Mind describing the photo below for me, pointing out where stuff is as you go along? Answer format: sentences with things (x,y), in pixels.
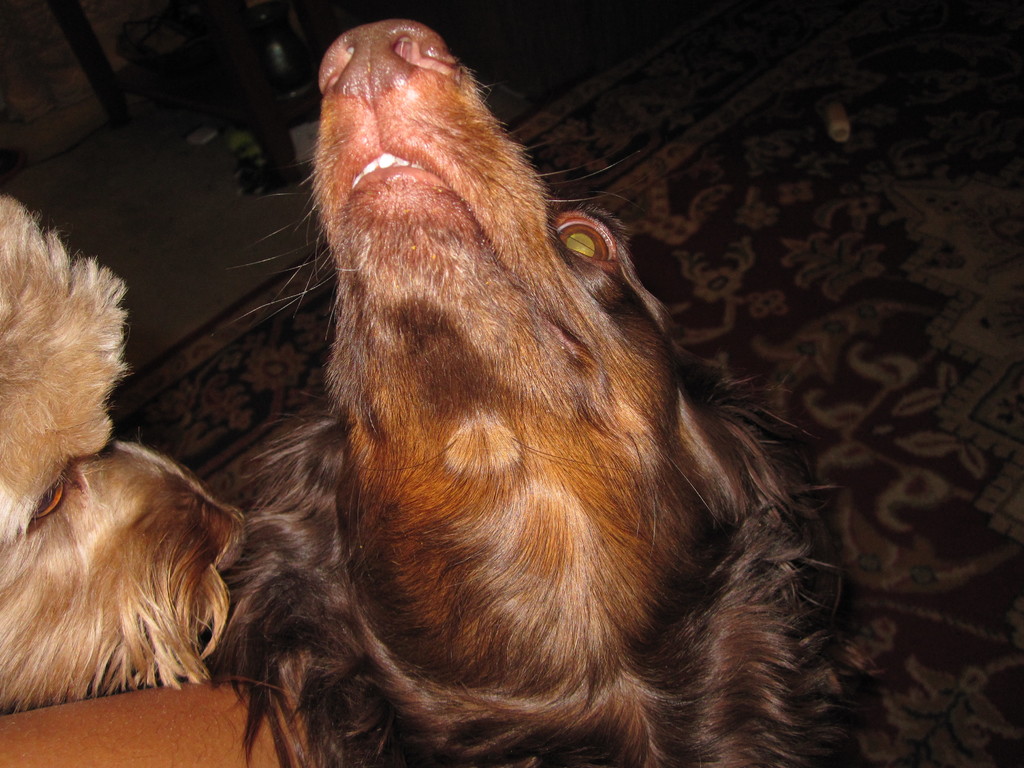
In the picture we can see a dog (835,669) which is brown in color looking up and aside to it we can see another dog face (7,542) which is cream in color and behind it we can see a floor mat (963,670).
